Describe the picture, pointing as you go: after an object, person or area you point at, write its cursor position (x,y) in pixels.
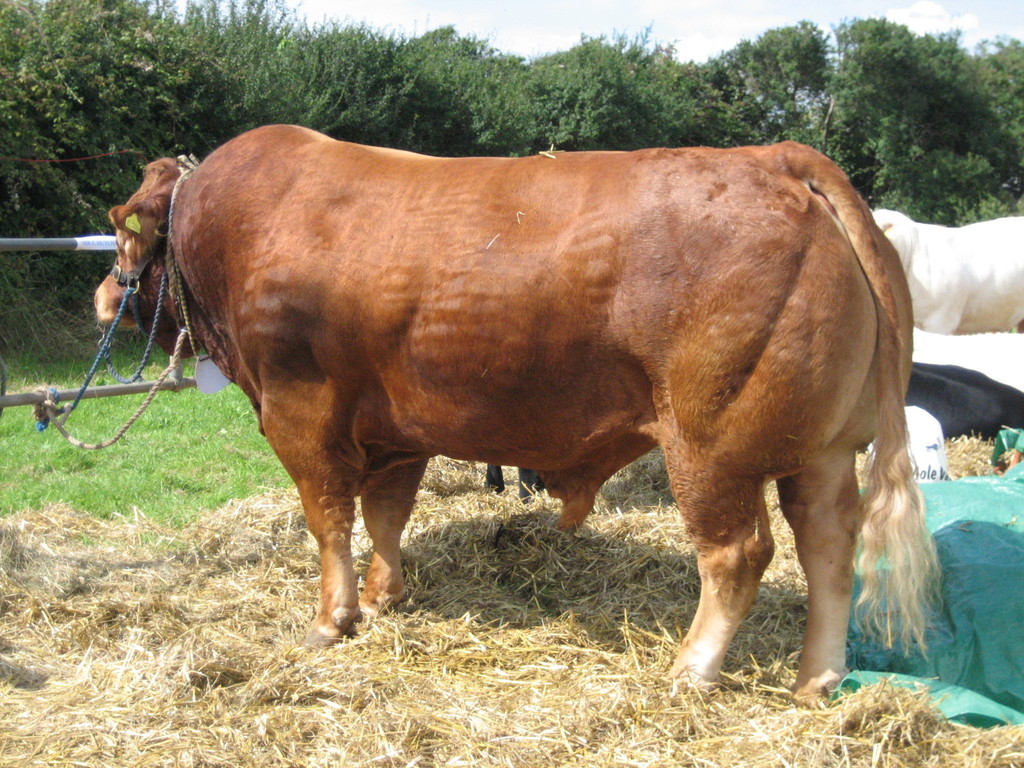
In this picture we can see animals (387,490) and dried grass (495,643) on the ground (314,569) and in the background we can see trees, sky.
